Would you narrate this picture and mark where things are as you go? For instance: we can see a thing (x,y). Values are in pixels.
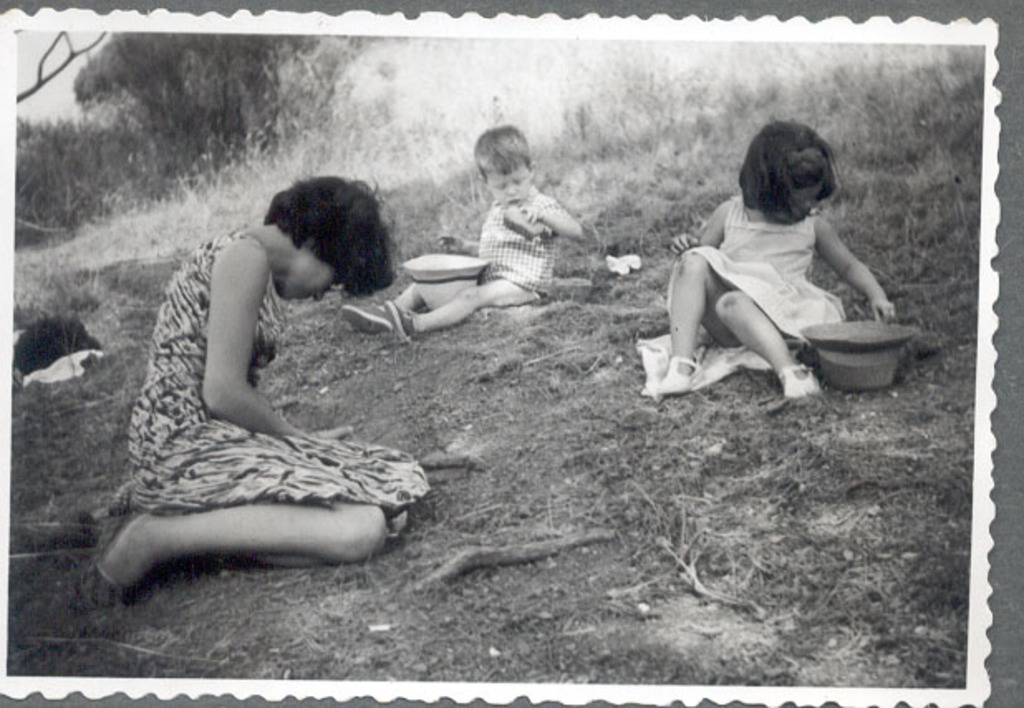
In this picture, we can see a black and white photo copy, in which we can see three children (406,509) sitting on the ground (536,175), and we can see some objects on the ground (123,227) like baskets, sticks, and we can see trees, plants (30,294) and the sky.
